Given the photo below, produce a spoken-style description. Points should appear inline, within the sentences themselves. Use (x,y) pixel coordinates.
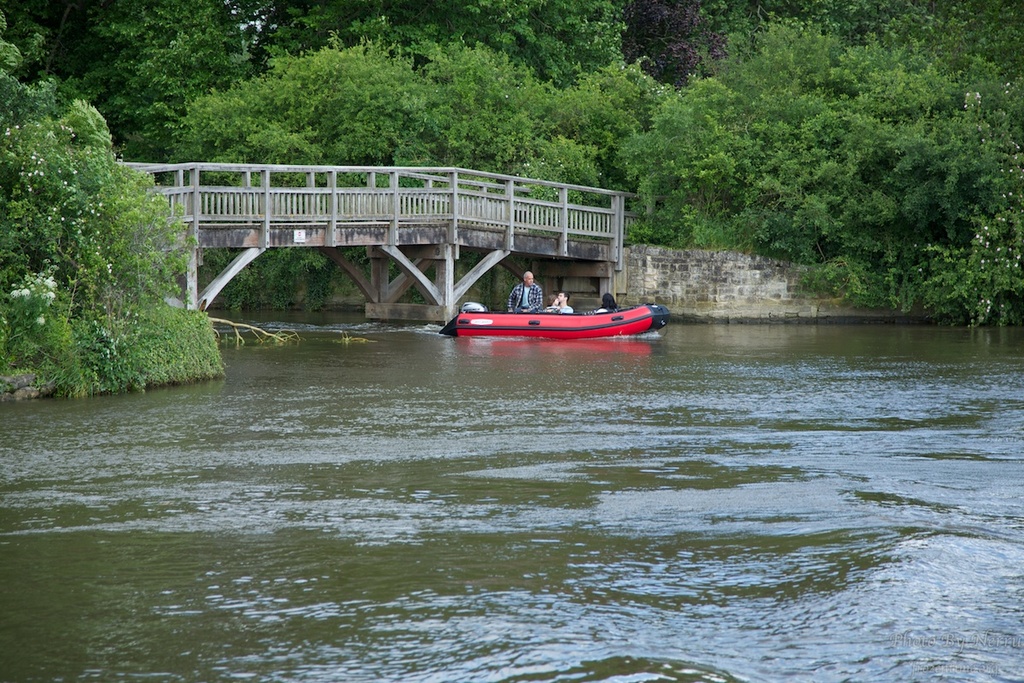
In this image we can see few persons (552,299) are on the boat (557,321) on the water (508,382) and we can see bridge (554,280), wall (712,311) and railings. In the background (4,213) there are trees (494,149) and plants (140,217) with flowers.
